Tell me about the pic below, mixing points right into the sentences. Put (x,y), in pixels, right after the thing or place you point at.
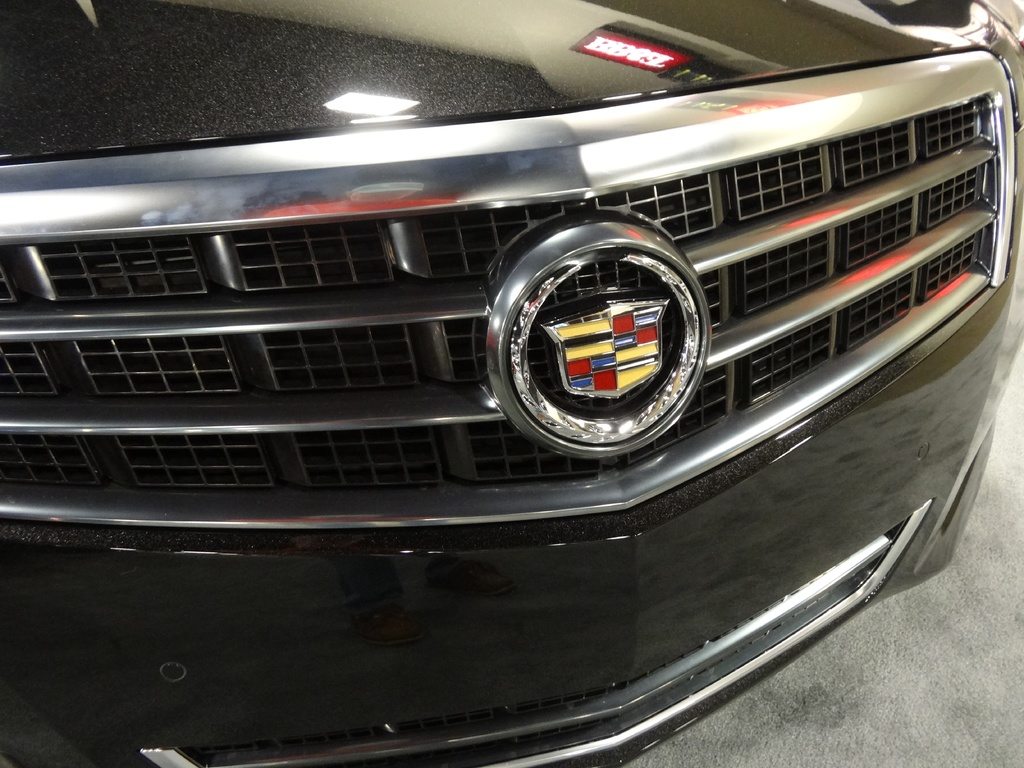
In this picture we can see a black color car (201,134), we can see a logo (600,350) in the middle (596,338).
